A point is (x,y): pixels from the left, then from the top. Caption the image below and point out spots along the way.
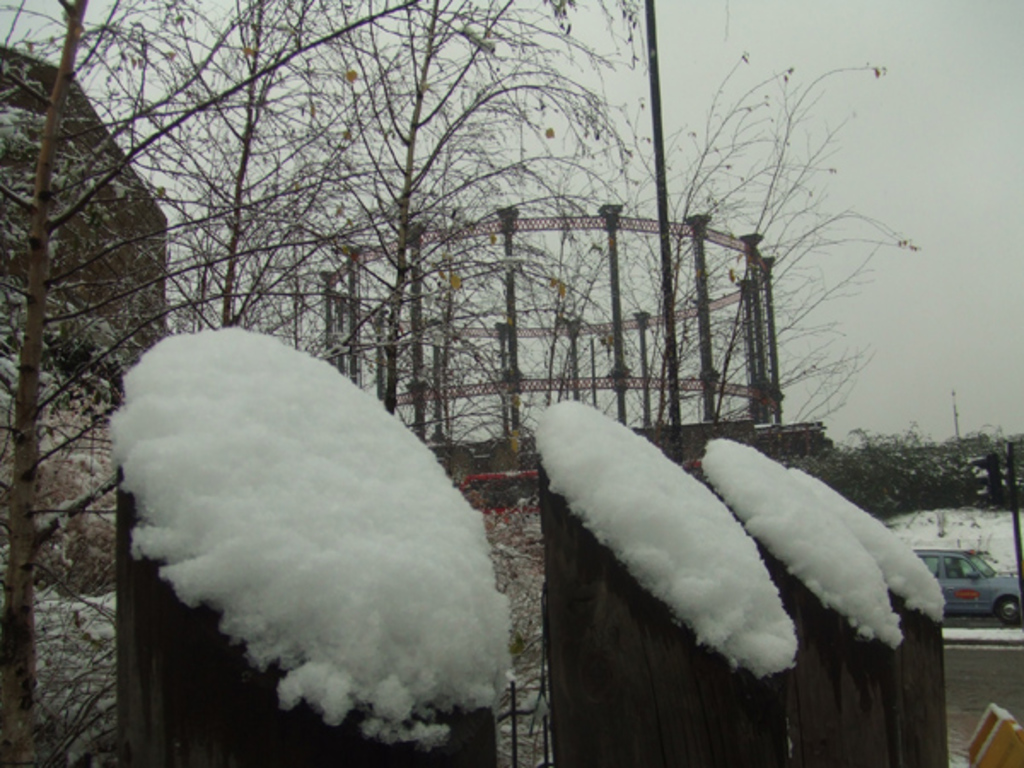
Here we can see wooden objects (589,763) covered with snow (701,635) and there is a car (929,558) on the road (972,715). Here we can see trees (407,204), poles (1016,510), and a metal object (701,235) which is in circular shape. In the background (827,193) there is sky (957,307).
